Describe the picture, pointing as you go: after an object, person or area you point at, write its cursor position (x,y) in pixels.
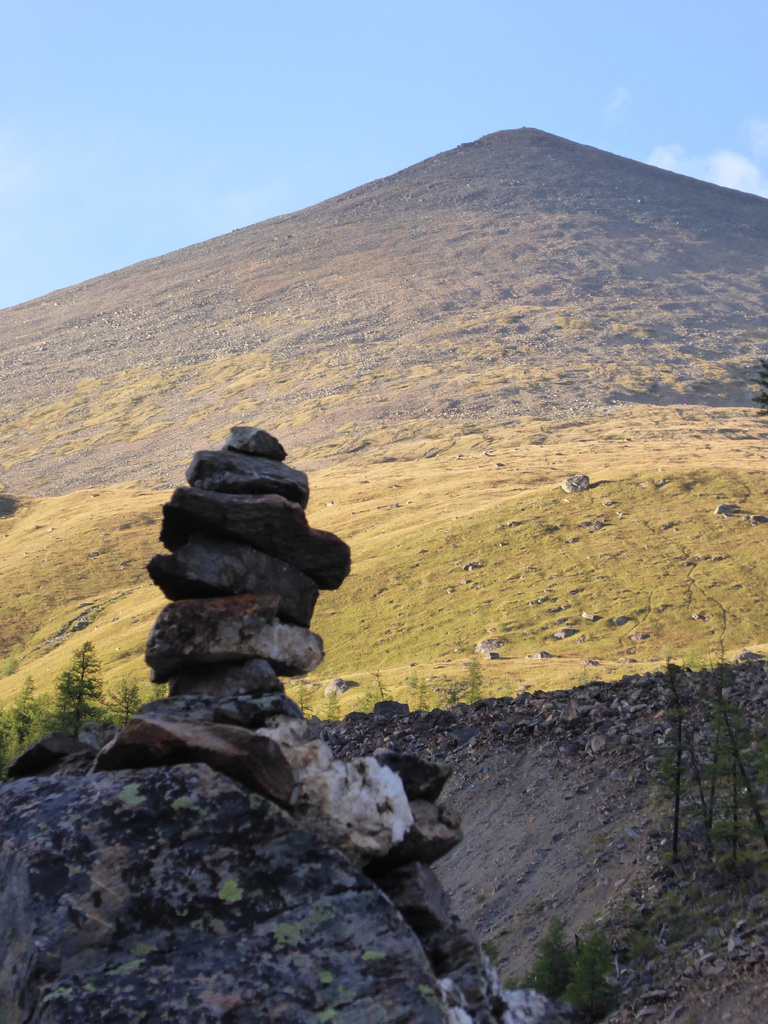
This picture is clicked outside. In the foreground (259,844) we can see the rocks (230,771) and some portion of green grass (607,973). In the background (256,105) we can see the sky (276,108), hill (584,194) and plants (92,699) and some other objects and the grass (498,584).
